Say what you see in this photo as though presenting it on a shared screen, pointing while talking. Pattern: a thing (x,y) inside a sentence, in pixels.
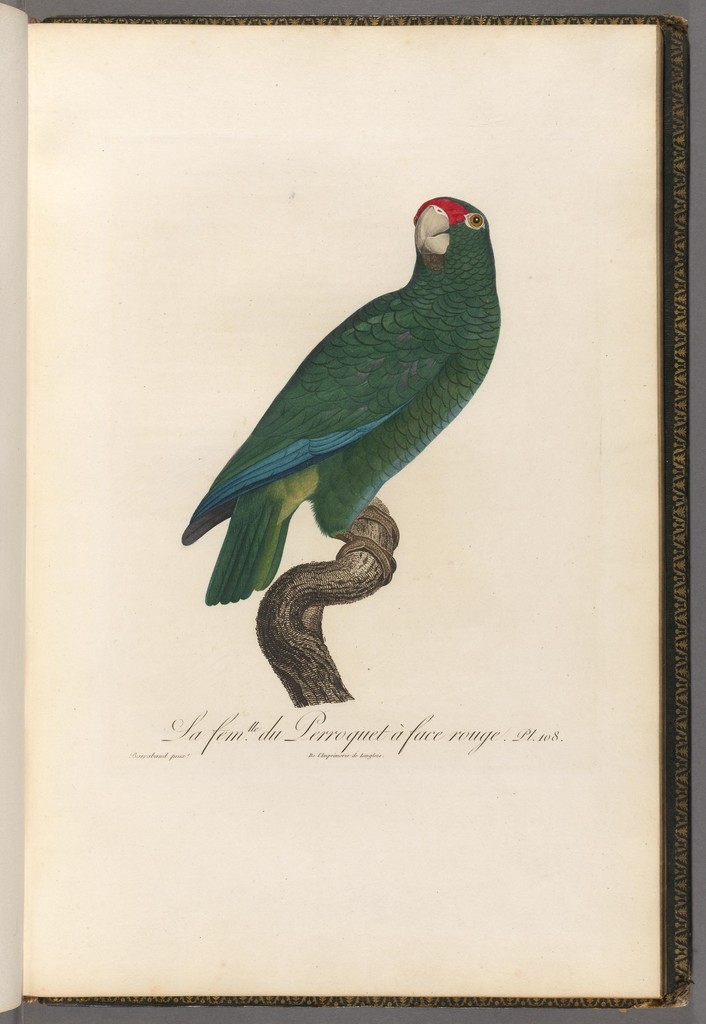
In this picture there is a book (609,565) on the table (697,780). In the page (387,164) we can see parrot (422,209) which is standing on the root (288,612). At the bottom (277,733) there is a quotation (277,733).
